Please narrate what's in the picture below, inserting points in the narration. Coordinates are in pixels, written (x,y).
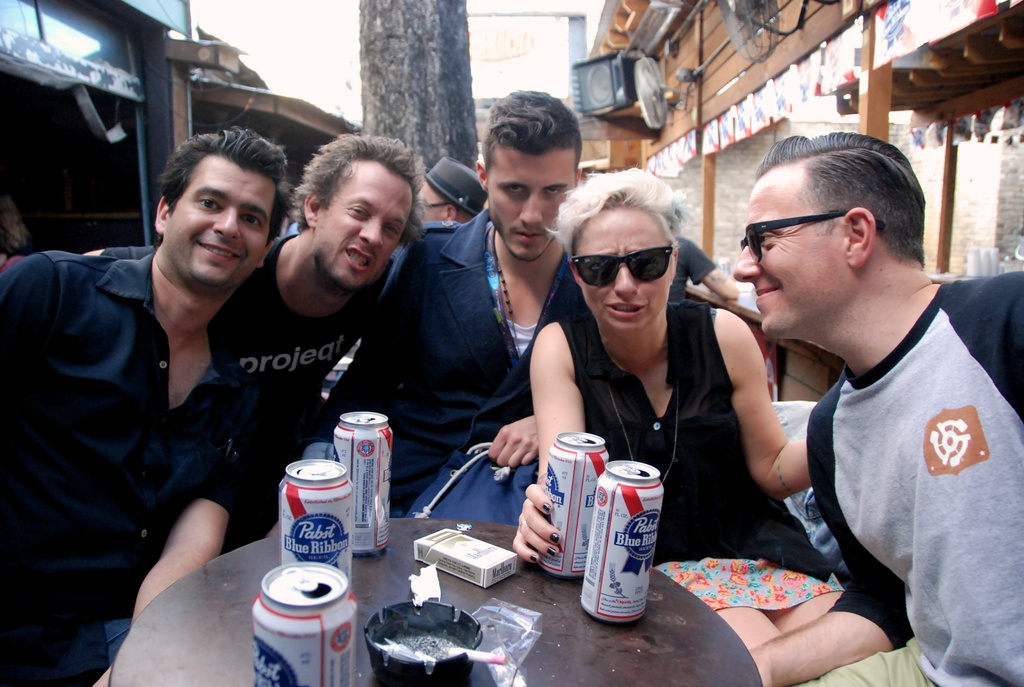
In this image I can see at the bottom (342,665) there are cans (368,496) on a table (566,613) and also there is a cigarette box (477,576). In the middle (540,454) a group of people (444,295) are there, they are smiling. It looks like there are wooden stores (288,120) on either side of this image.
